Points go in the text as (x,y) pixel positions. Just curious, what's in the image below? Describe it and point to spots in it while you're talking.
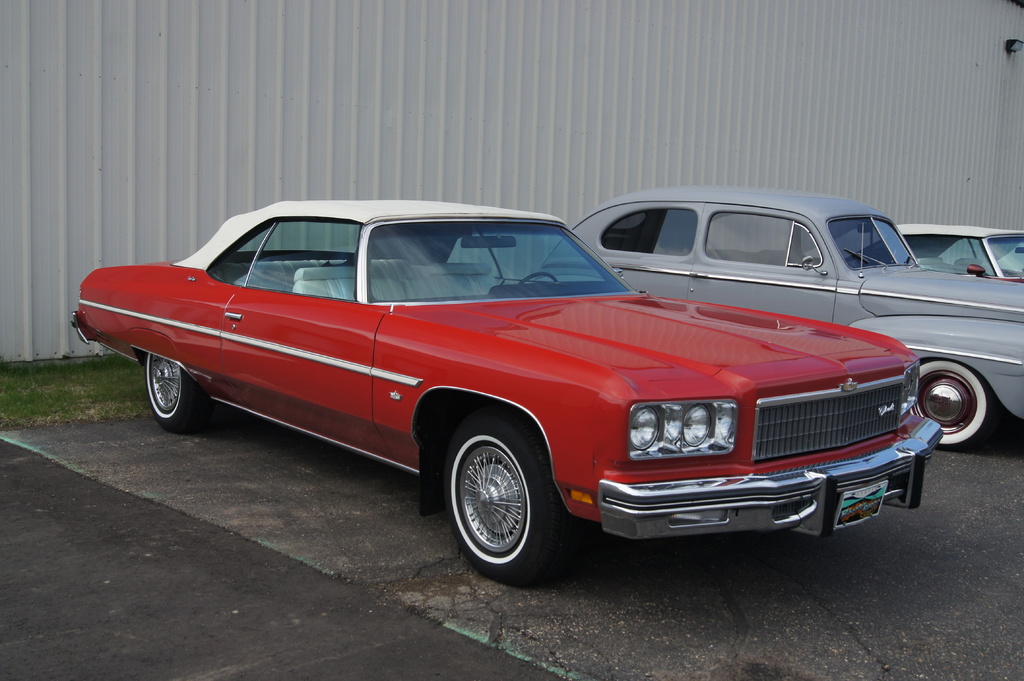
In this picture I can see the vehicles (567,515) in the parking space (454,551). I can see green grass (78,388). I can see the roof sheet wall (295,157) in the background (420,120).
